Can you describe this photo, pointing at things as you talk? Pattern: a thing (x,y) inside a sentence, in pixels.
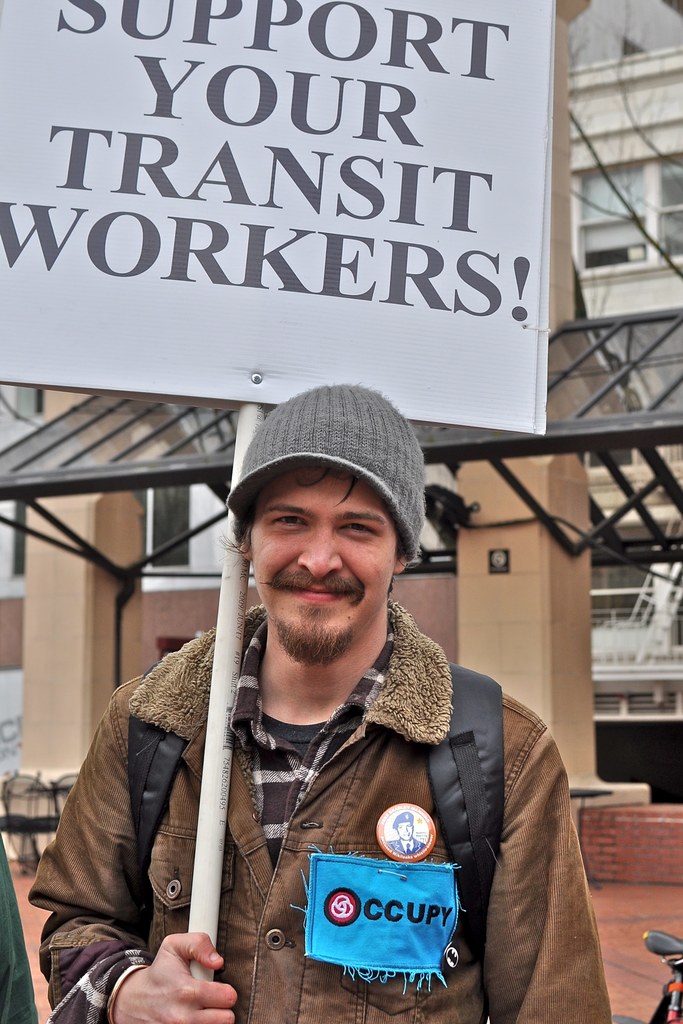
A man (238,722) is holding a placard (295,347) in his right hand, he wore coat (225,915), he is smiling and also he wore a cap (389,425). Behind him there is a building (543,493).
